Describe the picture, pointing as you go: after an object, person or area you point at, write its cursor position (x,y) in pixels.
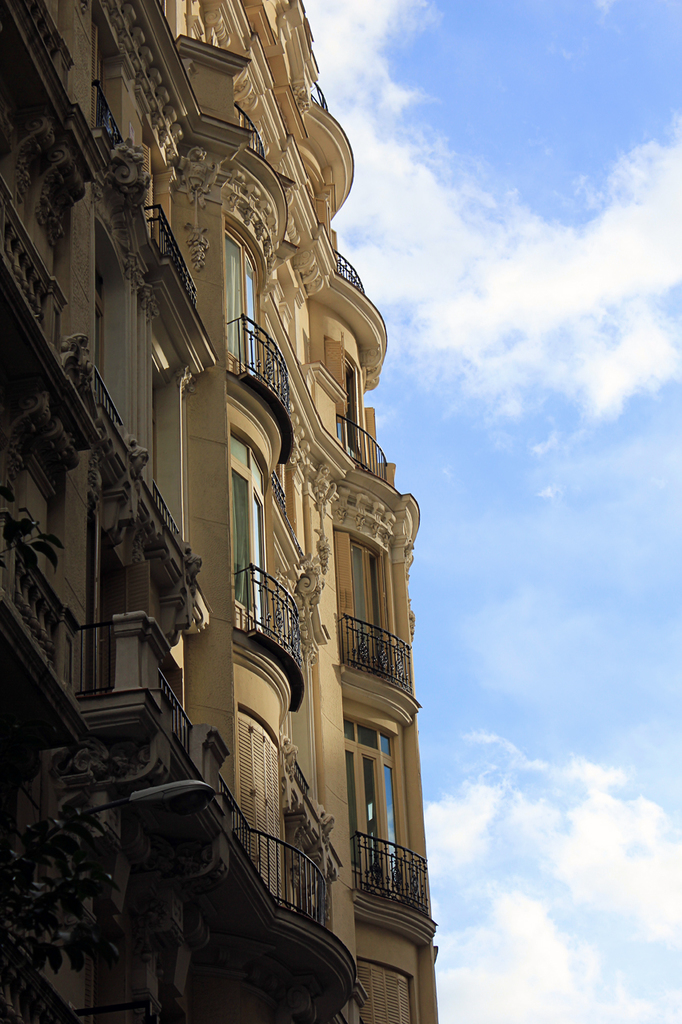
In this image I can see a building (147,538). In the background (492,268) I can see the sky (544,428).
